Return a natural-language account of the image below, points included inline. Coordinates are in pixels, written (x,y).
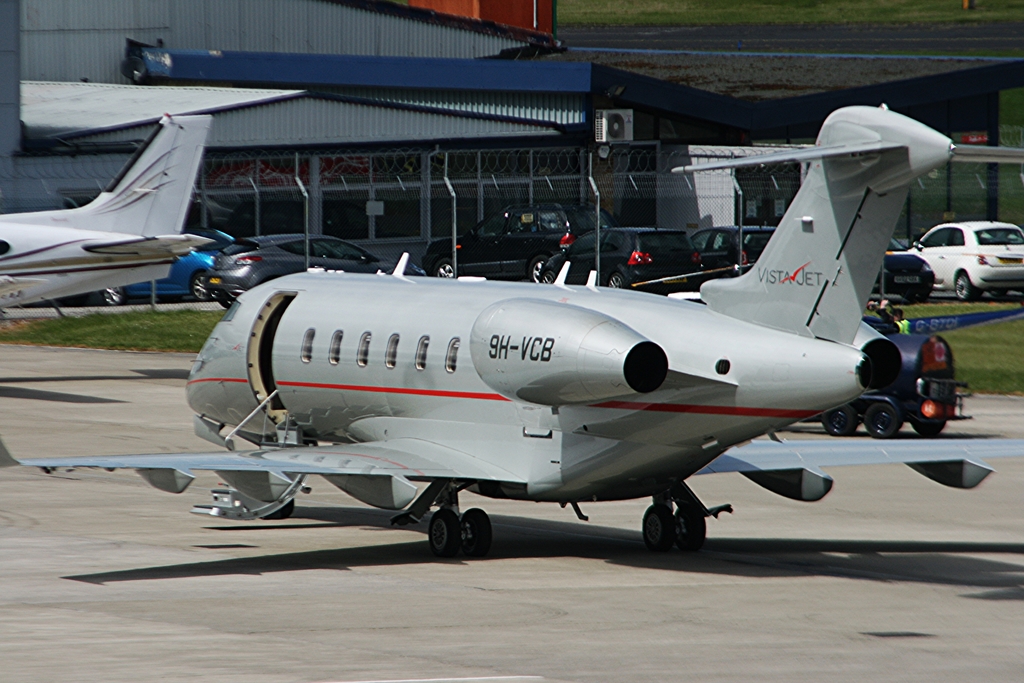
In this image we can see two air crafts (646,335), there are vehicles (942,352), there is a person (892,312) on a vehicle (837,416), there is a building (316,139), an air conditioner (627,128), also we can see the grass (986,332).
